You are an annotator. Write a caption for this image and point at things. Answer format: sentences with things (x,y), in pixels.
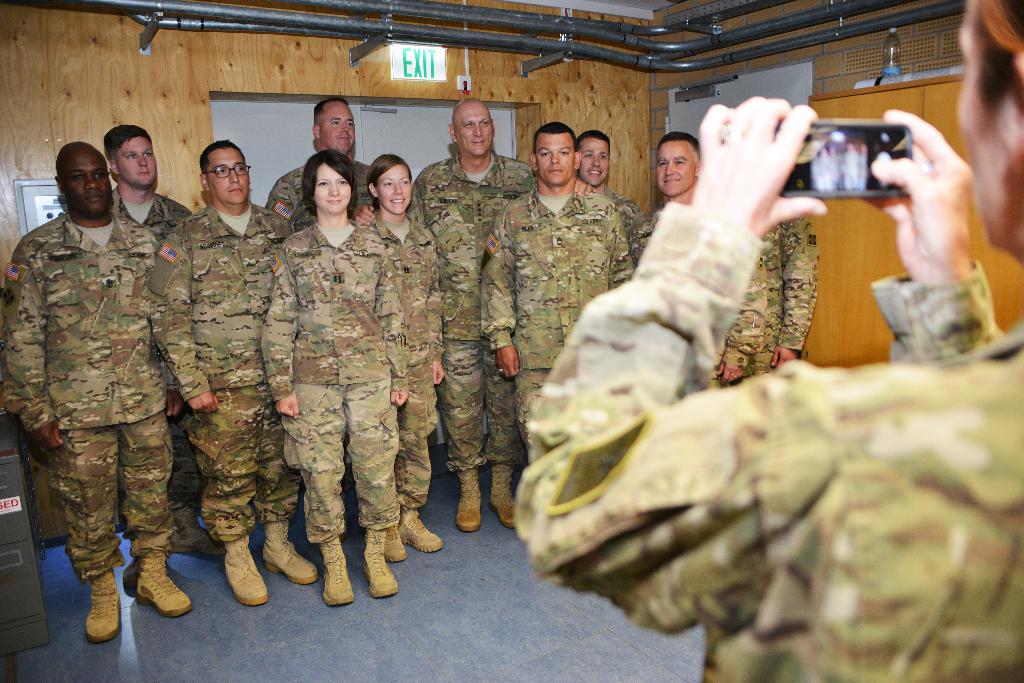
In the image there are a group of soldiers (308,268) standing and posing for the photo and in front of them another soldier (616,294) is capturing their photo, in the background (312,117) there is an exit door (300,106), around the exit door (393,109) there is a wooden wall (71,24).
